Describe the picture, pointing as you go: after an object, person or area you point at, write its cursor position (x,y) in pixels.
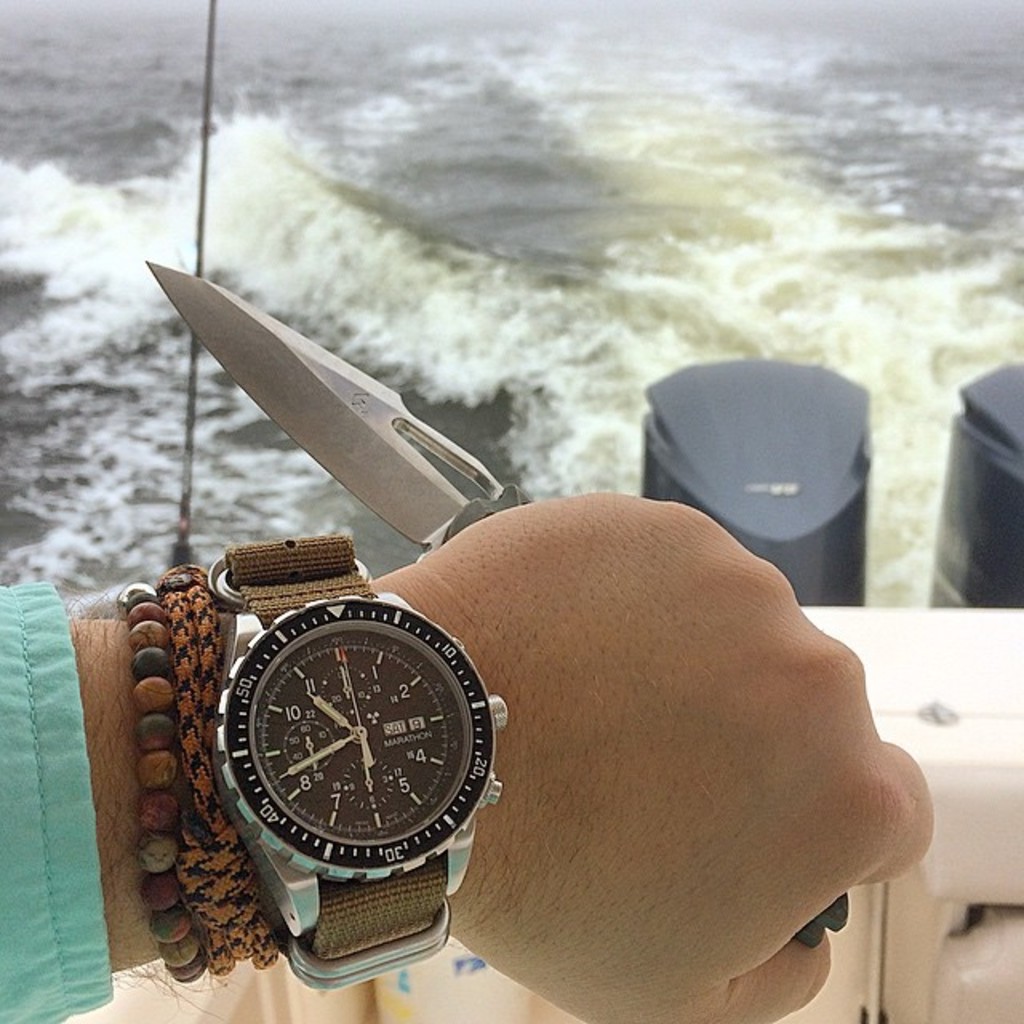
In this picture we can see water (790,254), a person's hand (630,906) wearing a wrist watch (343,709) and bracelets (159,777), holding a knife (350,455).
